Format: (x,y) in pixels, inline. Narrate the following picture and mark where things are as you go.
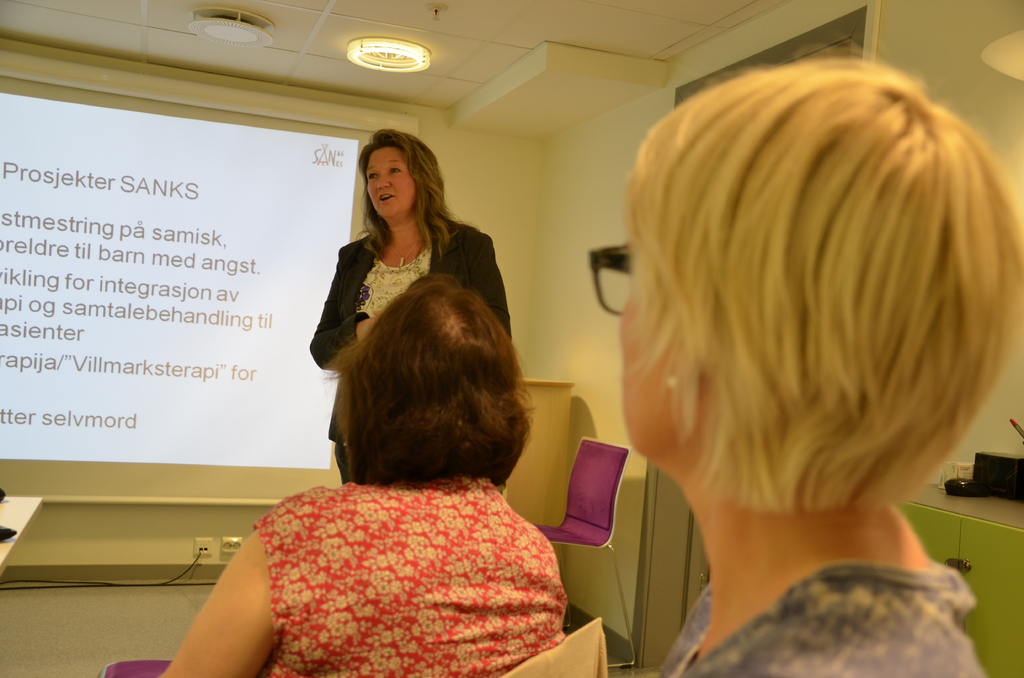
In this image there is a person (445,255) speaking in front of the people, there is a screen (247,428) with some text (173,316), chairs (593,541), some objects (988,491) on the desk (989,512) and lights (349,54) attached to the ceiling (363,90).
